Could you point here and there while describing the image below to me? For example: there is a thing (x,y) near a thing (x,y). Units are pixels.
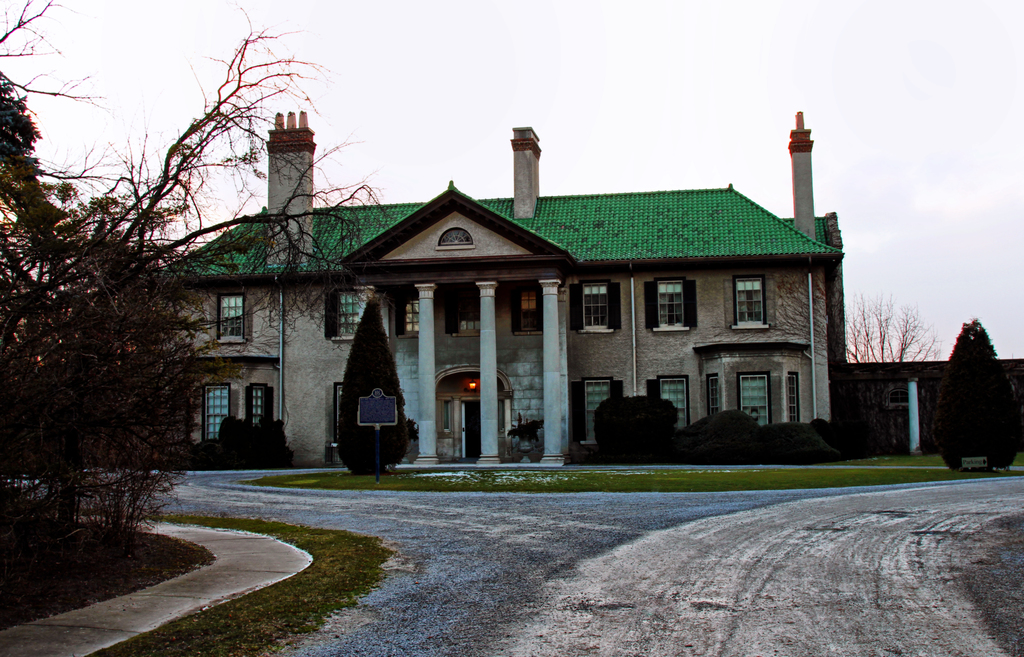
In this image we can see a building (584,345) with windows (586,322) and pillars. We can also see a signboard (376,444), some plants (145,482), grass (383,484), the pathway (696,528), trees (91,412) and the sky (490,116) which looks cloudy.
